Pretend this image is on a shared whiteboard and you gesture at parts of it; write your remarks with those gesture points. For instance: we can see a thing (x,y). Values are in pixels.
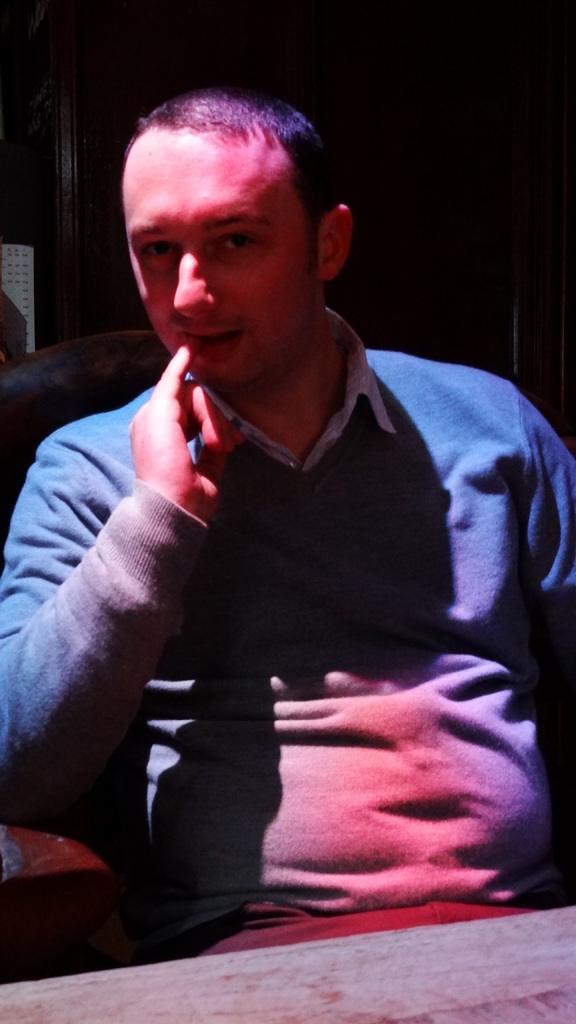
In the center of the image (201,383) there is a person (267,941) wearing a sweater (408,528) sitting on a chair (32,400). In front of him there is a table (351,959).
